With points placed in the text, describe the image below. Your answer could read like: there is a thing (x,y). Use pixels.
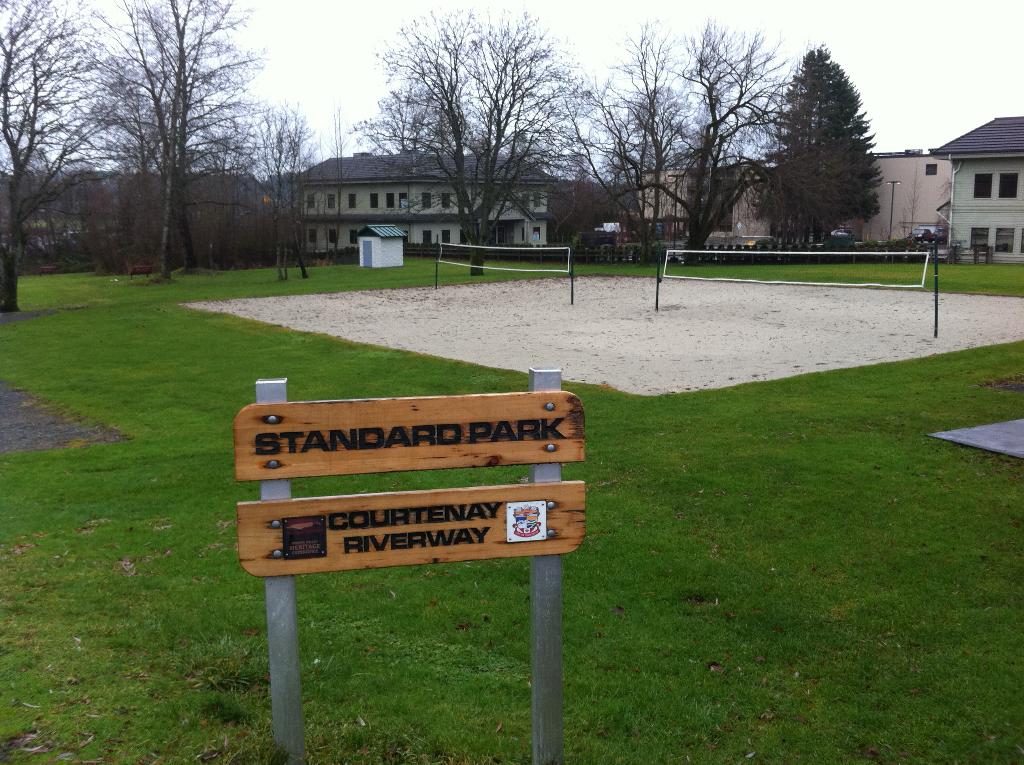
In this image we can see a sign board (495,518) with poles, grass (638,562) and the nets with poles (572,263). On the backside (733,192) we can see some houses (746,219) with roof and windows (982,186), a street lamp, a group of trees (683,201) and the sky (330,43) which looks cloudy.
